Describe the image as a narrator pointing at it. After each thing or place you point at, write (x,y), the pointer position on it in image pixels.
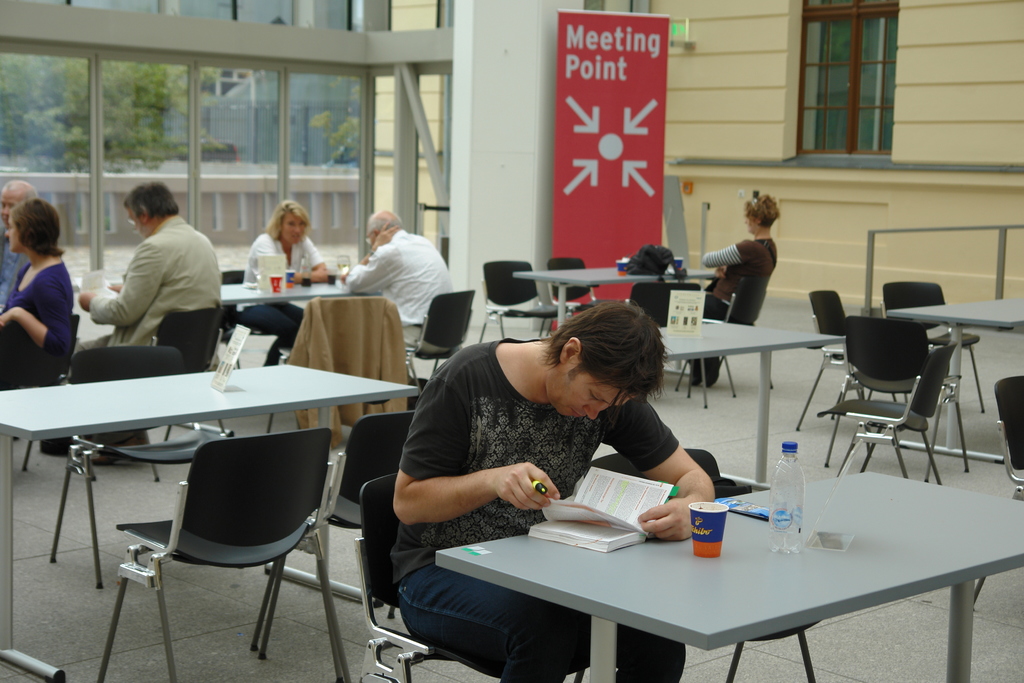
The person (490,432) wearing black shirt (498,439) is sitting and looking into the book (592,504) which is placed on the table (753,560) and there are group of persons (26,209) sitting behind him.
